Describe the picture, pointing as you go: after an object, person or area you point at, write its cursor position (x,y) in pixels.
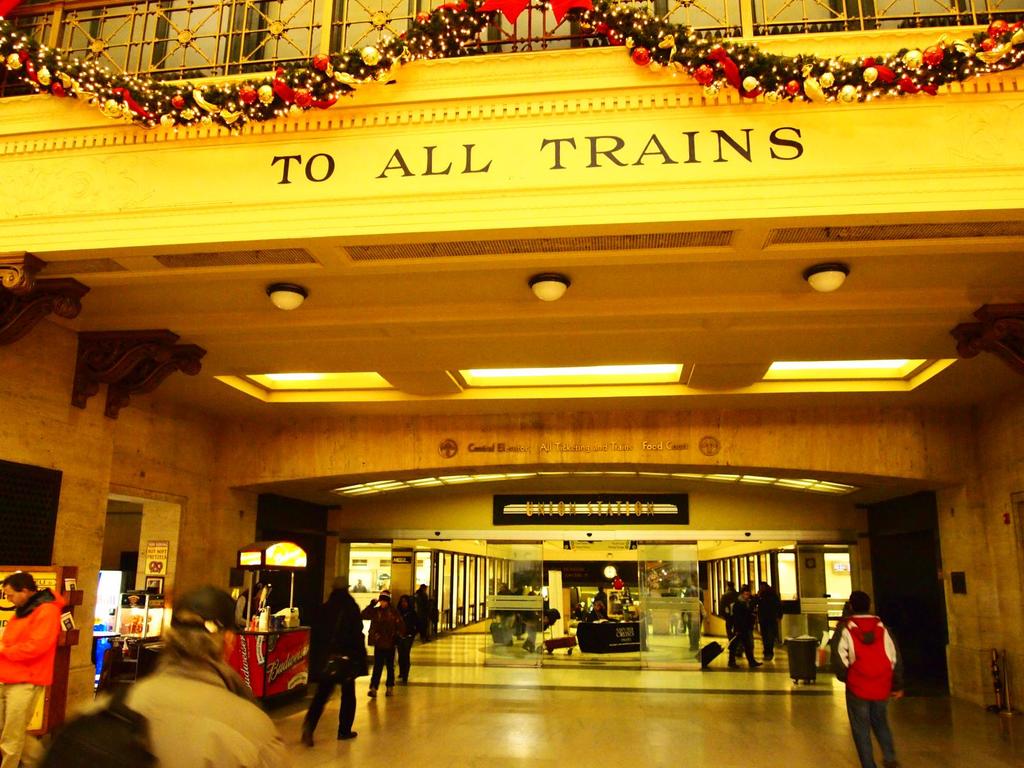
In the image it seems like a train station (503,157), there are few people (352,628) on the floor (362,711) and there is a counter (257,663) on the left side (263,678), there is a railing (336,36) at the top (364,29) and in front of the railing (527,36) there are flowers (80,92) and in the background (432,557) there are doors (664,597) and inside the doors (647,590) there are few people (603,603).
